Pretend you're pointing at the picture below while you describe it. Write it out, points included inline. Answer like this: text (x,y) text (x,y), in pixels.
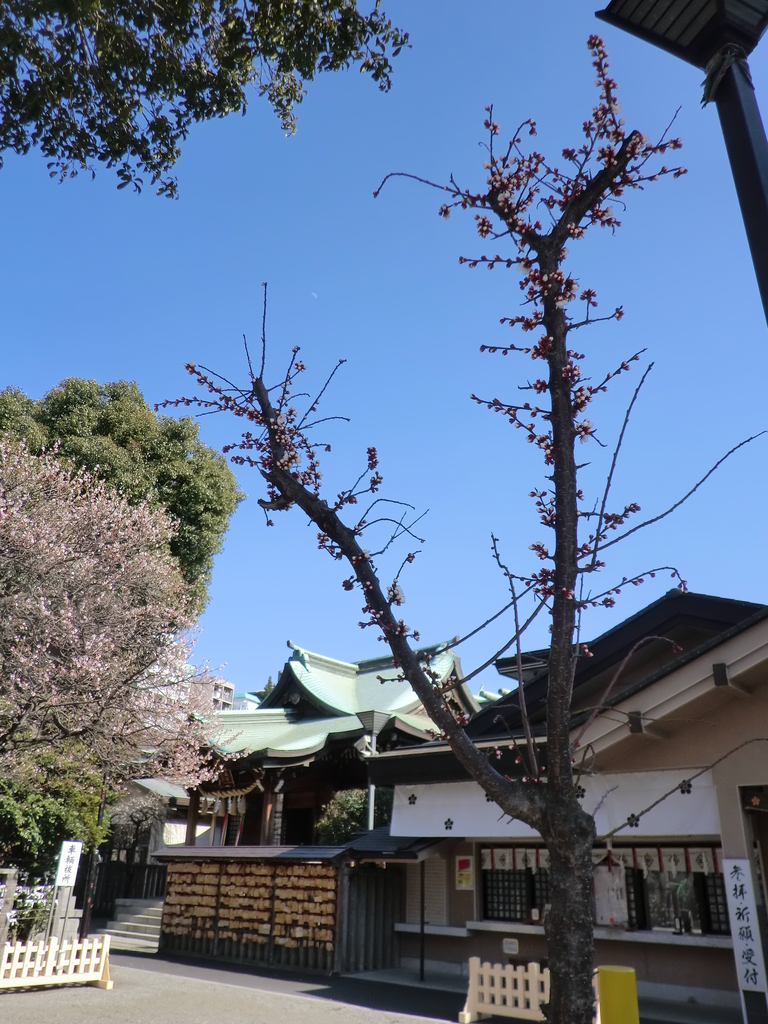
In this image we can see some houses (312,843), trees (224,513) and top of the image (266,177) there is clear sky (235,214).
